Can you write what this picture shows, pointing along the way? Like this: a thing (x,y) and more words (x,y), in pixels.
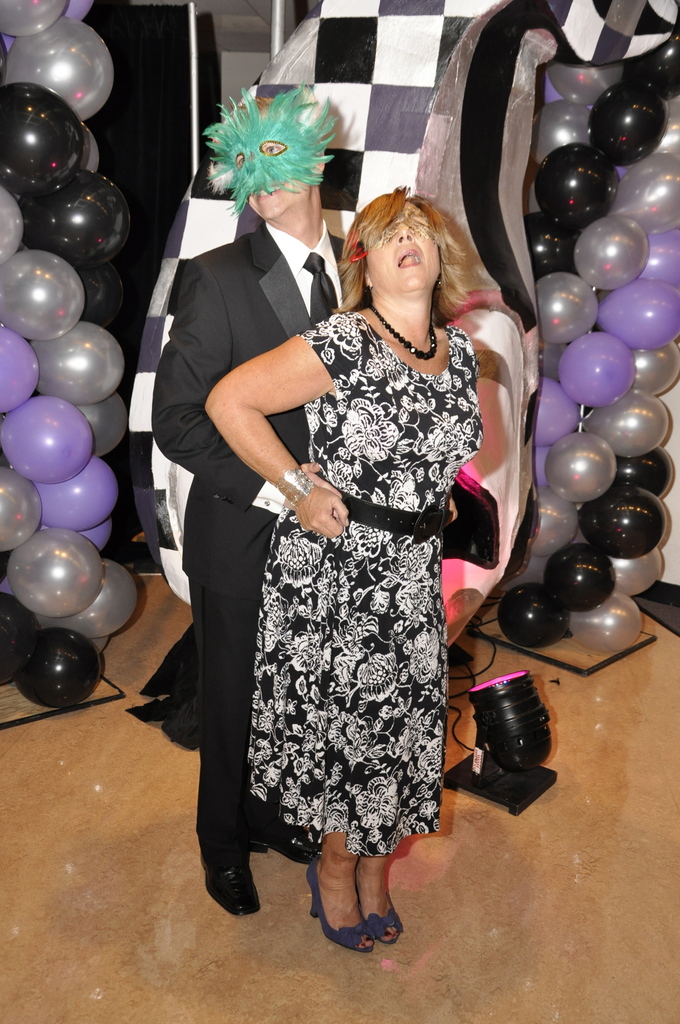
In this picture we can observe a couple (347,391) standing. One of them was a man (207,440) wearing a coat (230,307) and a green color face mask (251,161) and the other was a woman (339,454) wearing black and white color dress (350,526). In the background (92,373) we can observe some balloons (574,466) in grey, purple and black colors.
